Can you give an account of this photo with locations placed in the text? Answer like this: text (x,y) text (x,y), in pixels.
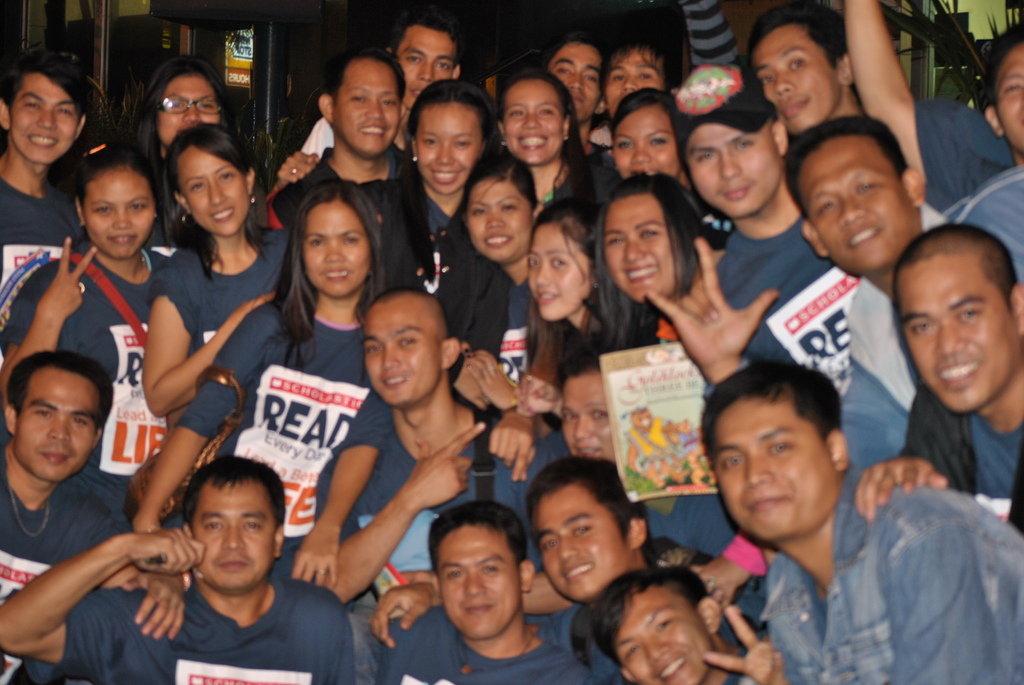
In this image I can see group of people (622,85) wearing blue color dress (350,390) and I can see something written on the shirt (285,444). Background (283,66) I can see few poles (267,62) and a board (249,66) in yellow color.
